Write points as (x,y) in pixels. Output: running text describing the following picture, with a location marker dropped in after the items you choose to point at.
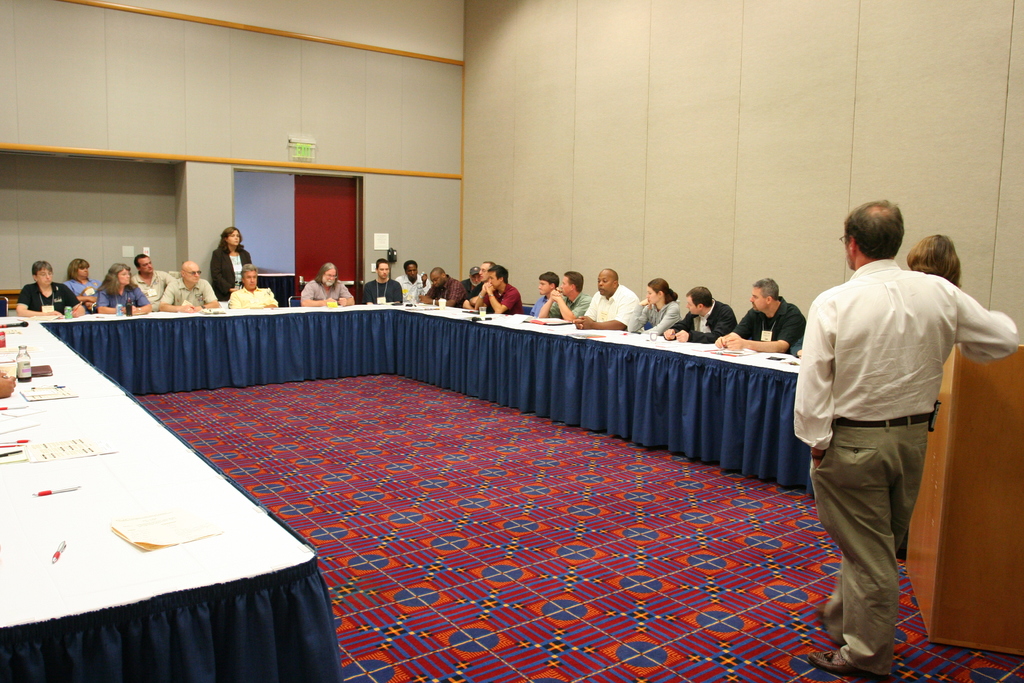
In this picture I can see three persons (868,357) standing, there are group of people (175,287) sitting, there are papers (39,394), pens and some other objects (1,340) on the tables (547,330), there is a podium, and in the background (310,218) there is a wall (400,214) and a door (327,229).
